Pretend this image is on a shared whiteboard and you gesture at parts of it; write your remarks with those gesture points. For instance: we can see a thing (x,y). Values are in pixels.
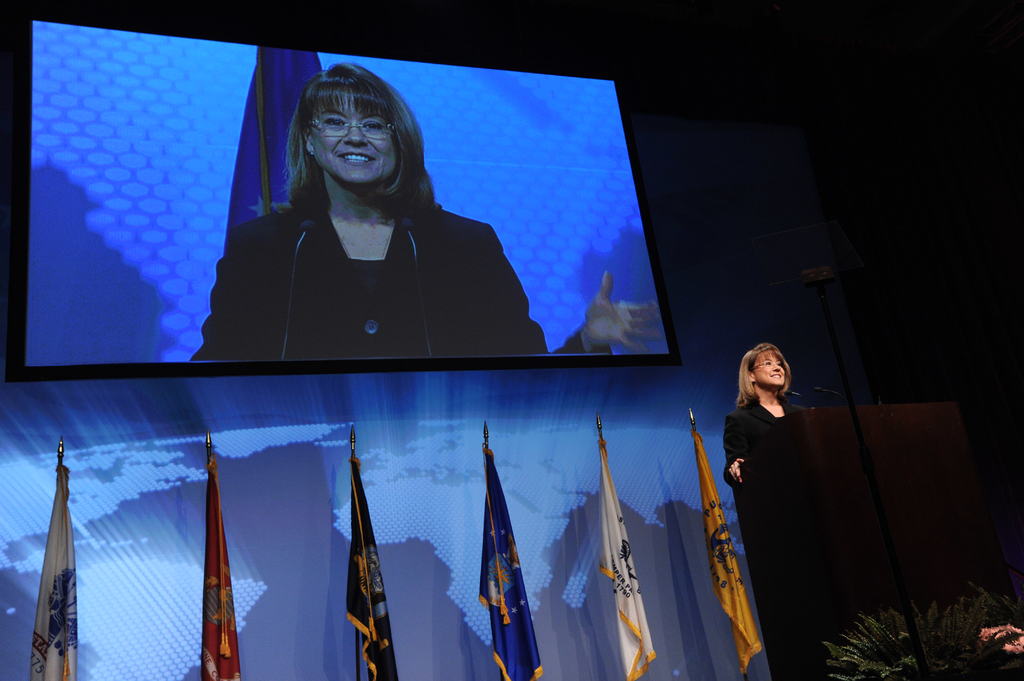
In this image I see a woman (773,379) who is smiling and she is wearing black dress (729,446) and I see a podium (991,530) in front of her on which there is a mic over here. In the background (56,489) I see the flags (40,658) which are of different colors and I see the screen (546,304) over here on which I see the woman (362,262) who is standing over here and it is dark over here.
